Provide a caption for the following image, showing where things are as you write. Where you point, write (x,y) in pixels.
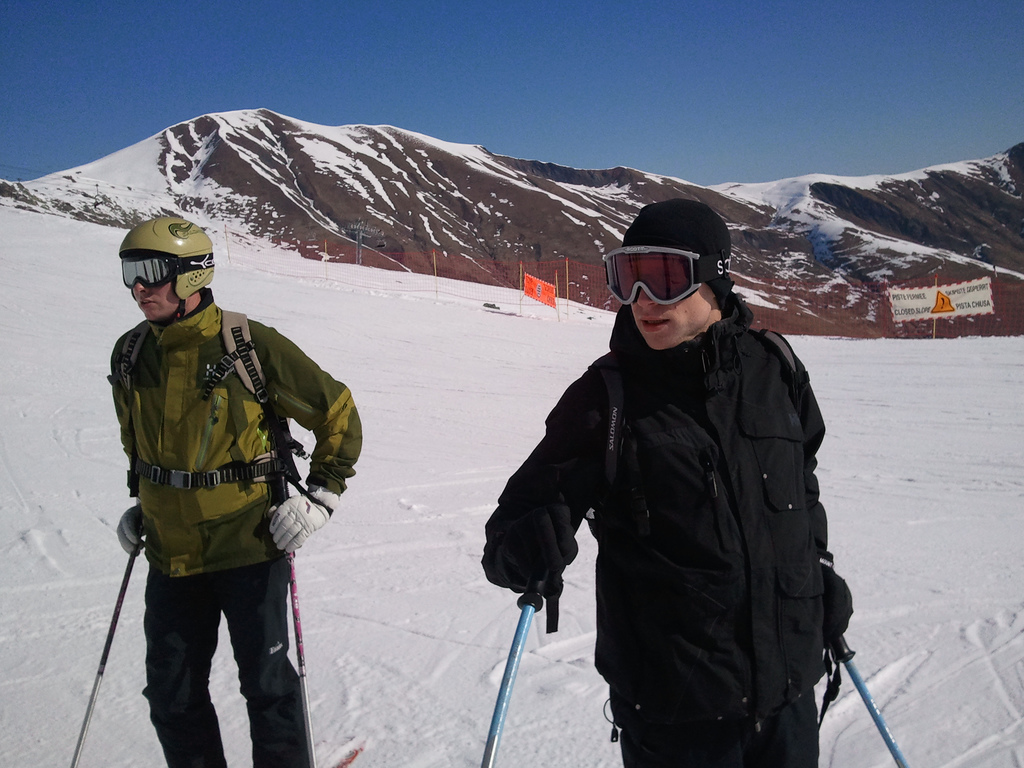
On the right side (755,546) a man (660,588) is skiing in the snow (296,654), he wore black color sweater (774,557). On the left side (247,446) another man (286,587) is skiing wore green color sweater (199,499), helmet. These are the mountains (498,243) with the snow (419,186), at the top (463,60) it is the sky (545,65).
